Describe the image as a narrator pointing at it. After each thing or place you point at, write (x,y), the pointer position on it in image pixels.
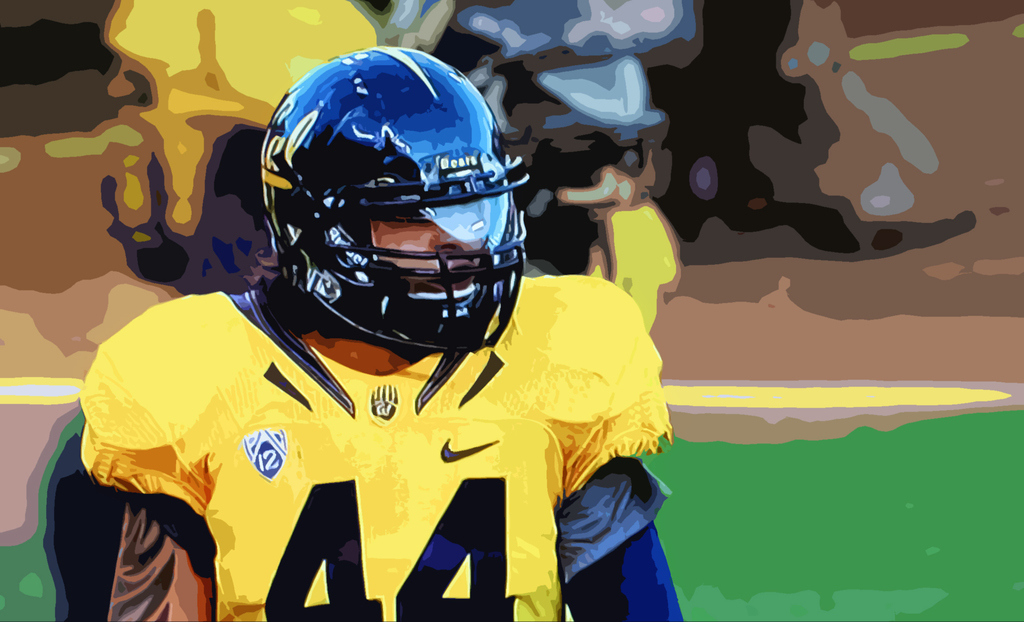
In this image we can see a painting (407,351) of a person (485,396) with uniform (412,393), helmet (327,117).
